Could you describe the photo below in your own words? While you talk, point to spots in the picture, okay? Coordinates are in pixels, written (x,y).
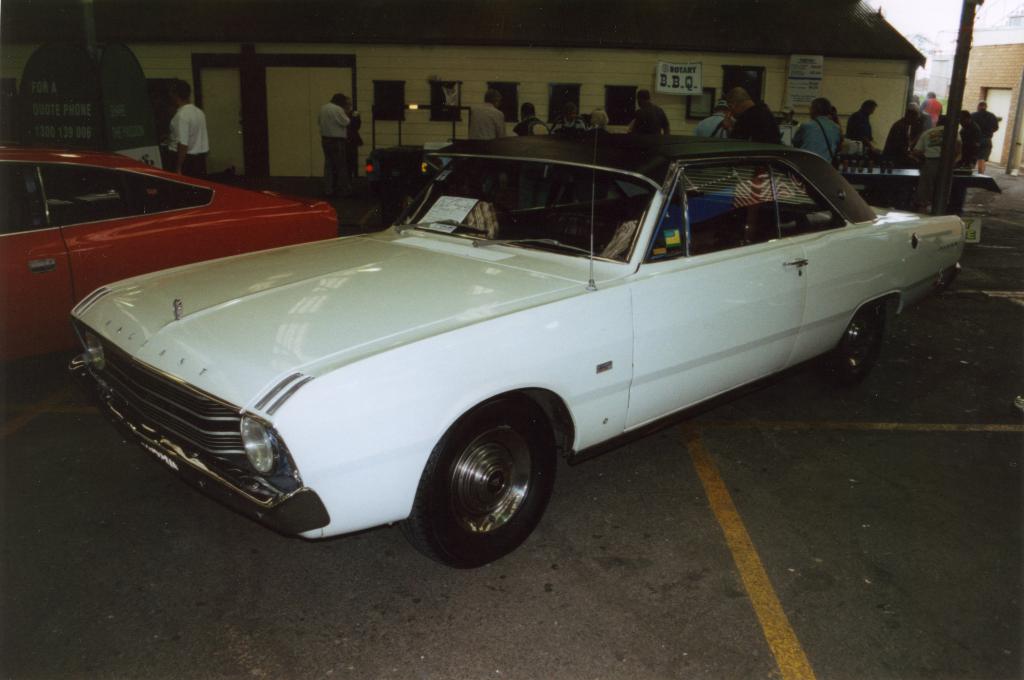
These are the two cars (175,261), which are parked. I can see group of people (479,114) standing. This looks like a house (344,67) with doors (319,90) and windows (563,88). These are the boards (683,81) attached to the wall (848,80). This looks like a pole (944,156).
